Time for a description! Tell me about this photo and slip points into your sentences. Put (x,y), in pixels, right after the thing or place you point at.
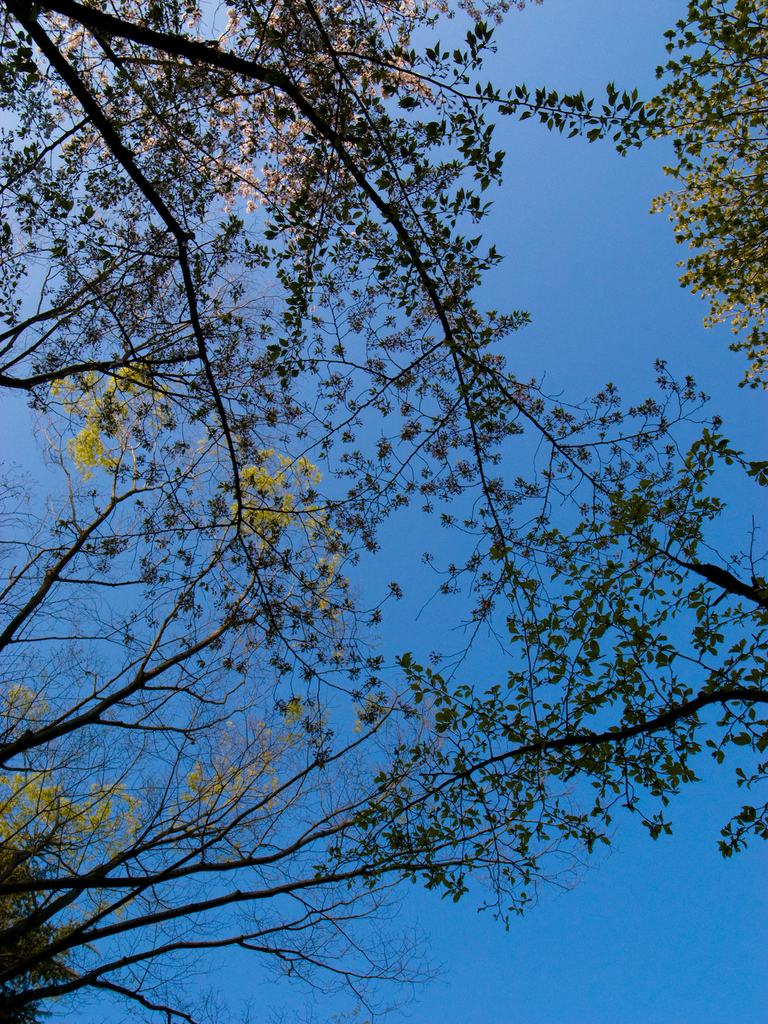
In this image I can see few green trees (354,94) and sky (573,192) is in blue color.
